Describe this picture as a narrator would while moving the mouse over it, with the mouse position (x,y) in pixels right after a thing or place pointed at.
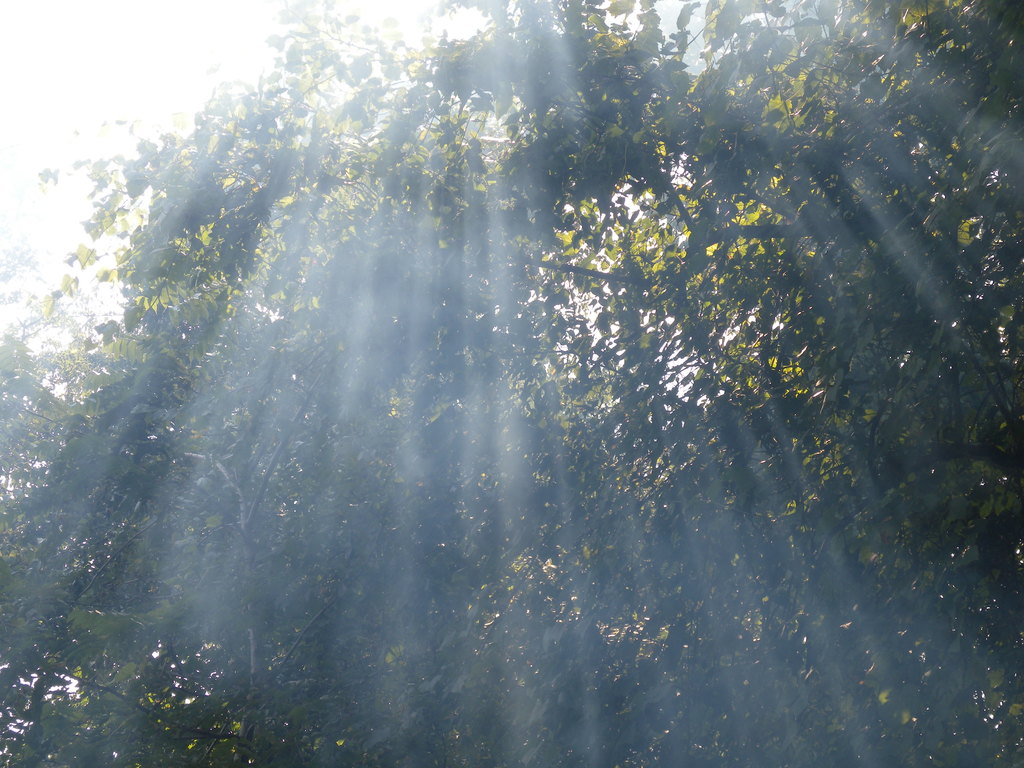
In this image I can see trees (510,419) in green color. Background (78,97) the sky (151,89) is in white color.
